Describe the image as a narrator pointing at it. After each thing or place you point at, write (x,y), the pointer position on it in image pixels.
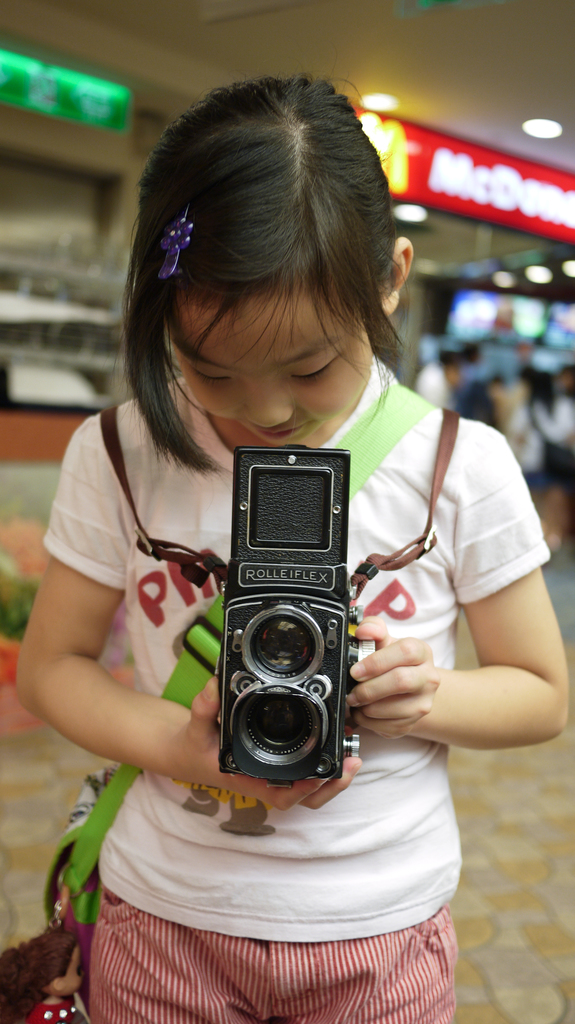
In this image I can see a girl (193,952) is standing and holding a camera (273,685). I can also see she is wearing white t-shirt (473,513).
